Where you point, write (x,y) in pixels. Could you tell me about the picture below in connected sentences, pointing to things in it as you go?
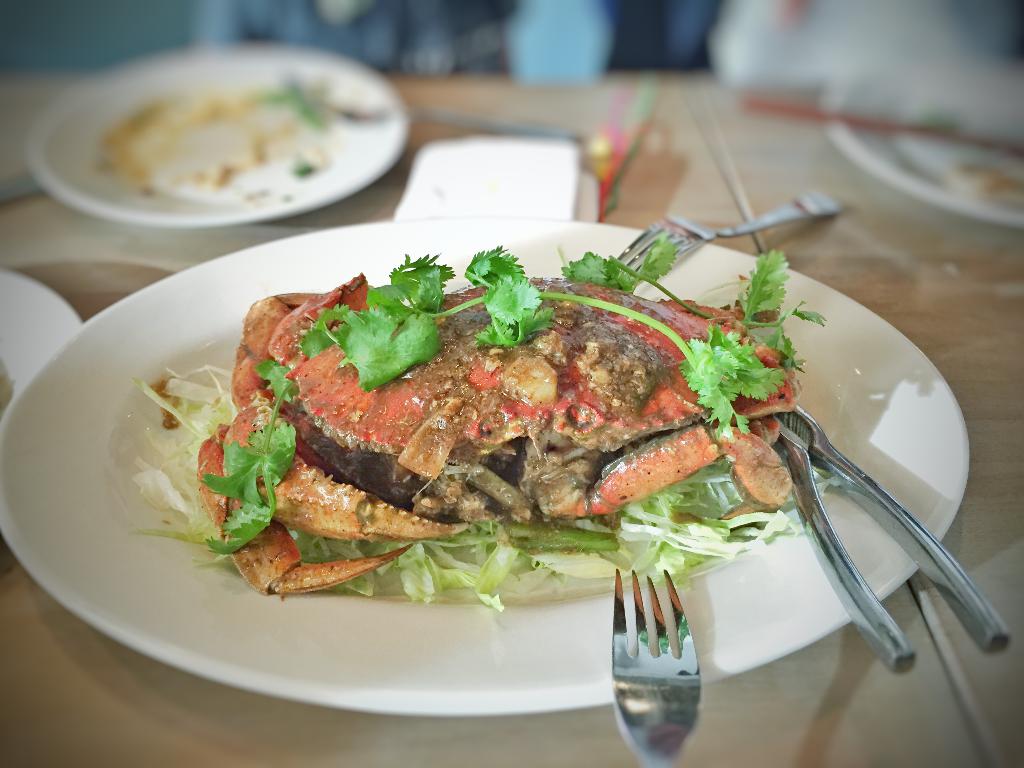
In the foreground of this picture (306,724) we can see a table (877,299) on the top of which forks (821,201), platters (304,135) containing food items (320,112) and some objects (595,163) are placed. The background of the image (61,24) is blurry. In the background (355,37) we can see the persons like things (826,50) seems to be sitting on the chairs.
